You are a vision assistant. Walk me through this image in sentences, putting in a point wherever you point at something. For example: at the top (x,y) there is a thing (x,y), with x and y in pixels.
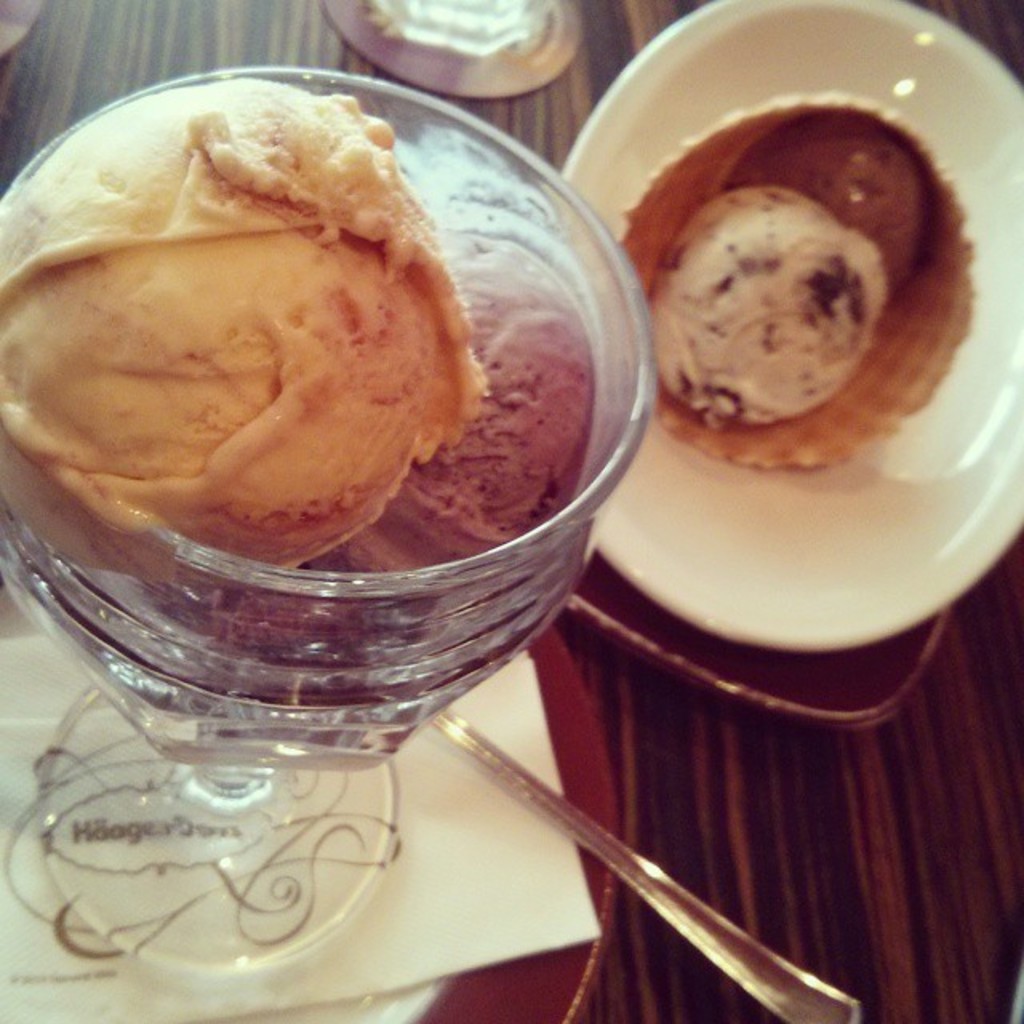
In this image there is a wooden table (777,831). On the wooden table (768,868) there are plates (637,591). To the right (925,386) there is a waffle (686,183) on the plate (913,436). To the left (217,629) there is a cup (338,689). Below the cup (202,952) there is a tissue paper (435,916). In the cup (104,886) there is ice cream (302,305) Beside the cup (327,697) there is a spoon (554,793).
